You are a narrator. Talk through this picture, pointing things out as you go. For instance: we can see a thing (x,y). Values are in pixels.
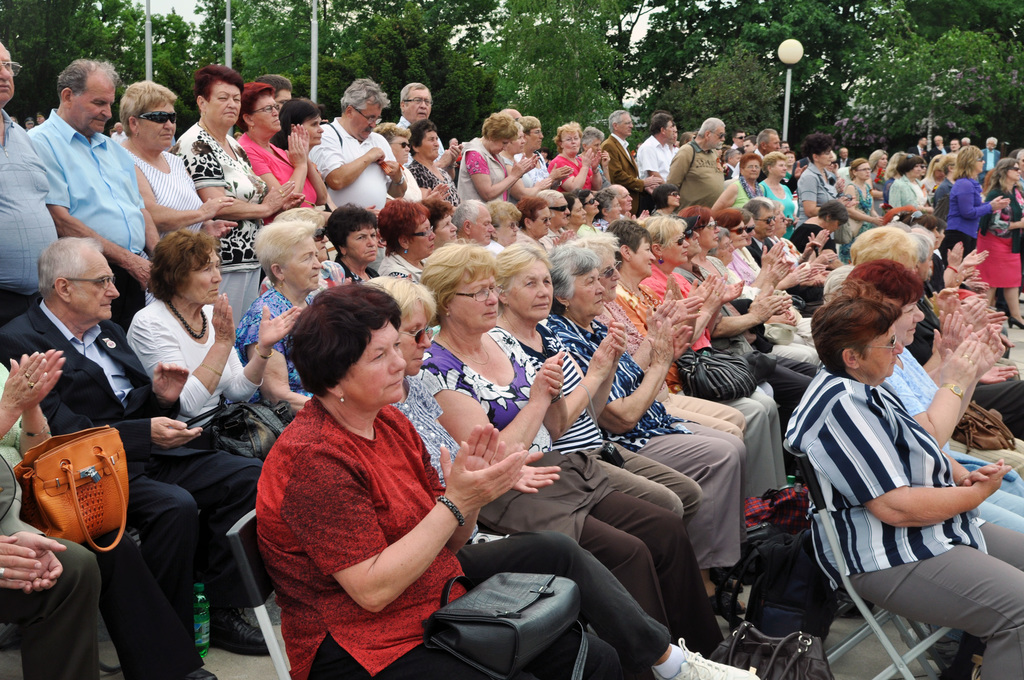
These group of people (409,260) are sitting on chairs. Backside of this group of people (824,252), persons (966,215) are standing and most of the persons (362,295) are clapping hands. Front on this woman (329,430) there is a handbag (518,636). Far there are number of trees (612,57). In-front of the trees (733,85) there are light poles (787,75).
